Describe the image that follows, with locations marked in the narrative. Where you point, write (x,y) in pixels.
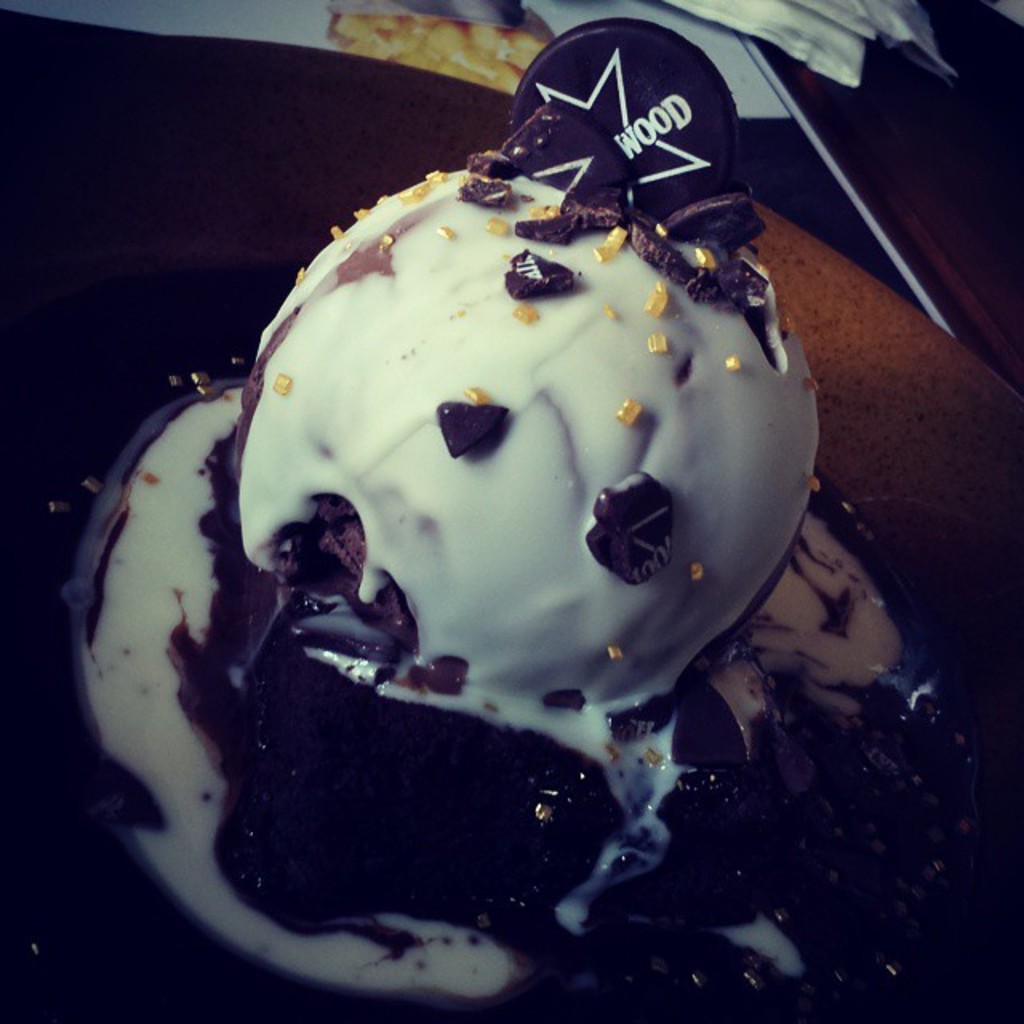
In this image we can see a food item (424,319) in a plate (121,313) with chocolate topping (731,222) and we can see the plate (832,997) placed on a table (841,100).
